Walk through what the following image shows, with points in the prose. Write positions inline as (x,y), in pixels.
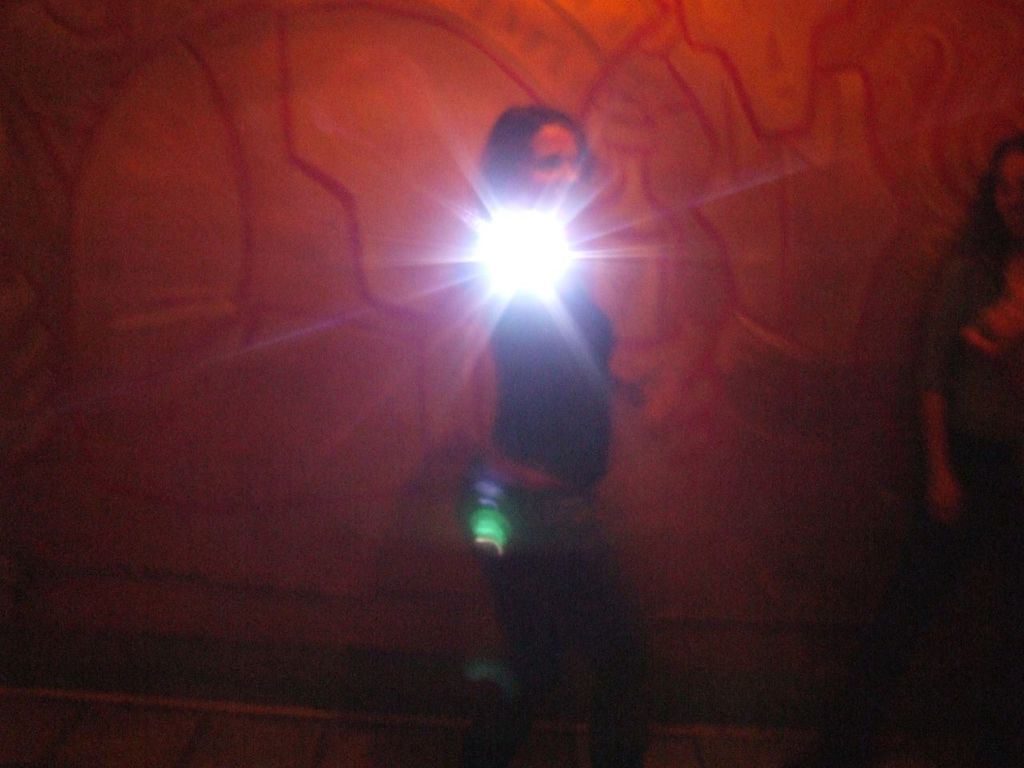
In this picture we can see a person (517,497) and lights (578,220). We can see another person (945,376) on the right side (910,669). It looks like a colorful wall (428,235) in the background (343,88).
